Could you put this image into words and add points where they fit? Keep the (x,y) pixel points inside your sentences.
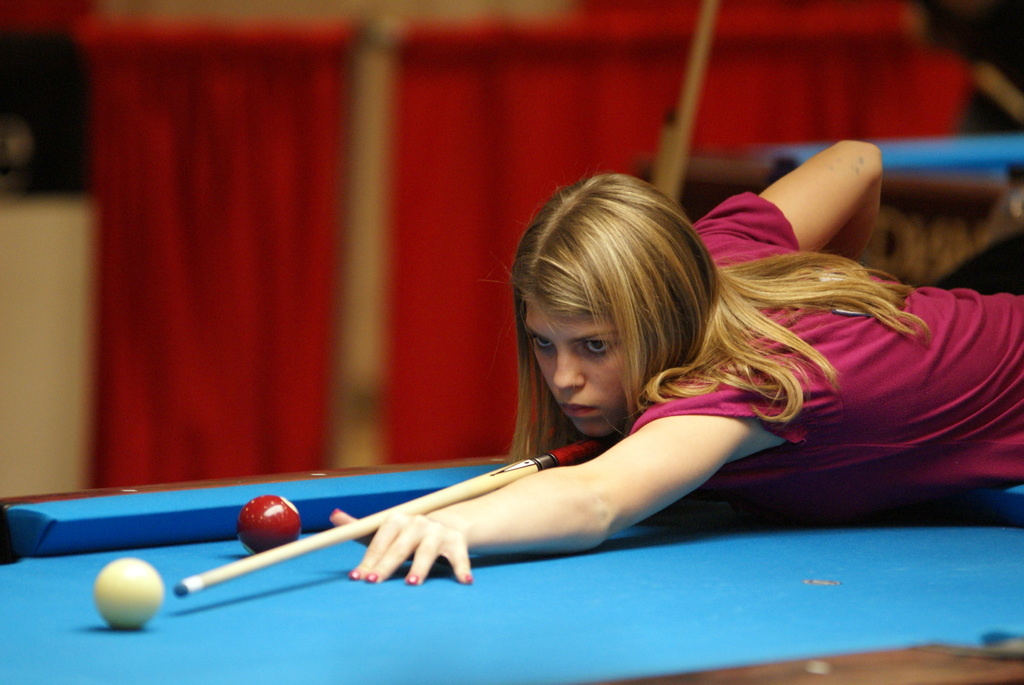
This woman (692,293) is holding a stick (180,588) and looking at this ball (134,583). On this snooker table (210,570) there are balls (136,578). Background (246,276) it is blurry and we can see red curtain (437,154).
